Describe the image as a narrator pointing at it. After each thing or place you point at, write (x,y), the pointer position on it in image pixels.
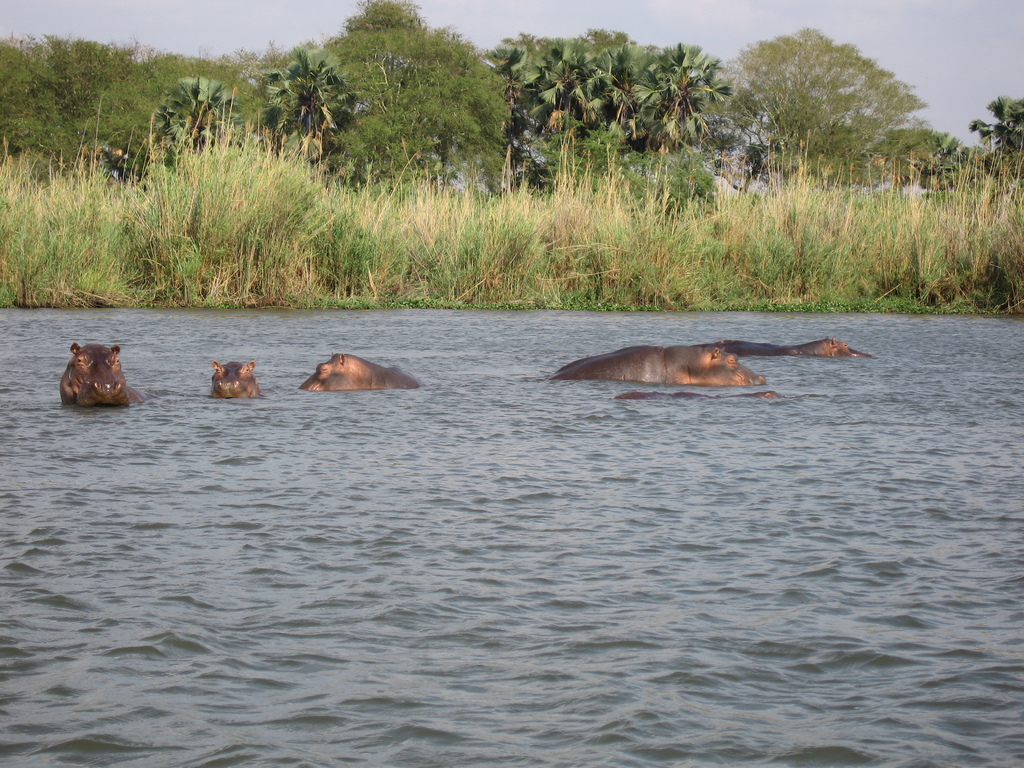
This picture is clicked outside. In the foreground (727,570) we can see a water body (346,487). In the center (661,370) we can see the group of Hippopotamuses (610,378) in the water body (166,379) and we can see the green grass (605,221), plants (313,255), trees (554,67) and the sky (999,25) and some other objects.
